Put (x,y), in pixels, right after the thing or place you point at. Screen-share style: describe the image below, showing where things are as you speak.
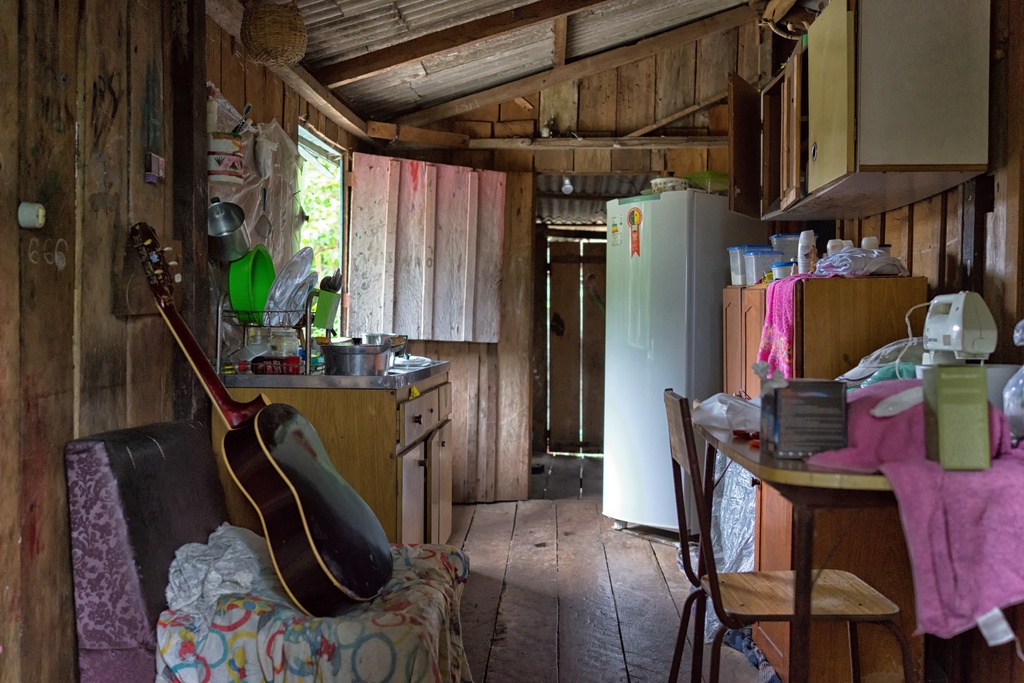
This image is clicked inside the house (454,304). To the left of this, we see a wall (83,334) and here we see a sofa chair (178,542) on which is guitar (329,600) is placed on it. Beside that we see countertop (376,389) with some vessels (327,351) placed on it. On the right of this picture (796,558), we see a table (798,473) on which white handle (966,333) and some other things (801,408) are placed on it. We can even see chair (776,597), beside this table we can see a cupboard (743,322) on which some plastic boxes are placed. Beside the cupboard (726,361) we see refrigerator (677,336) and opposite of this refrigerator (648,391) we see a window (337,214) from which trees (312,169) are visible.
